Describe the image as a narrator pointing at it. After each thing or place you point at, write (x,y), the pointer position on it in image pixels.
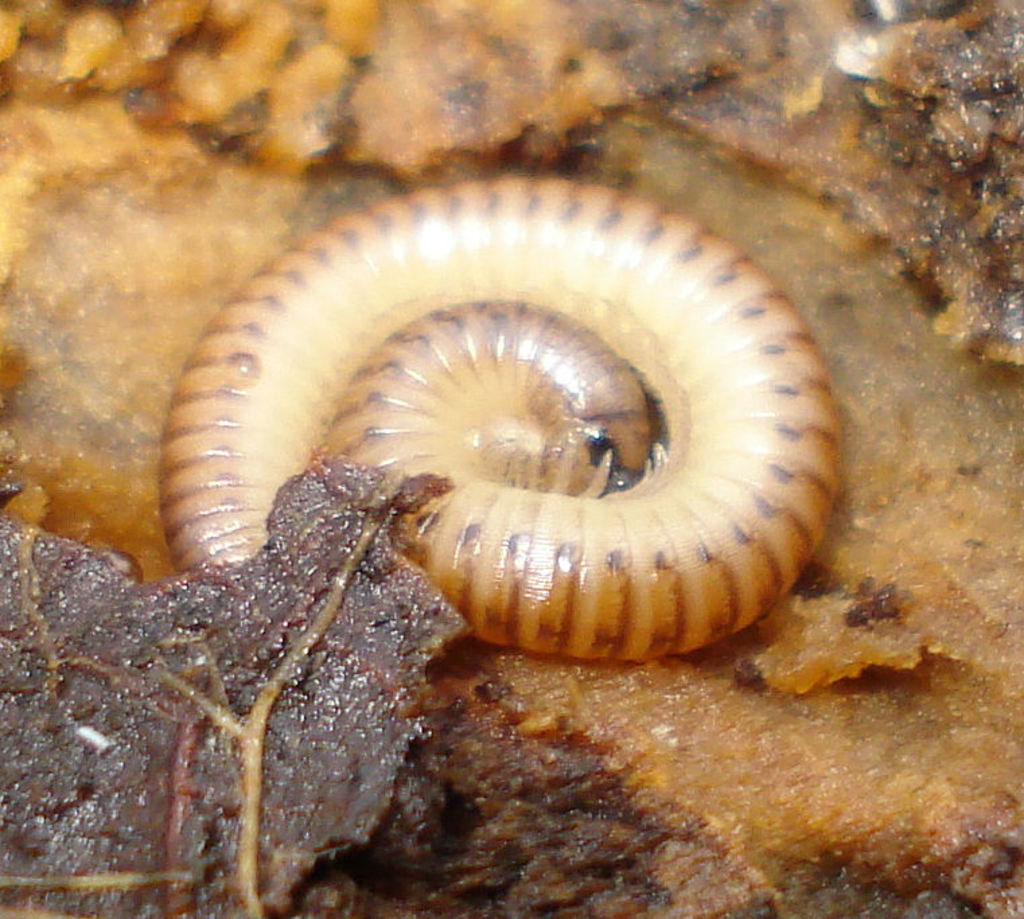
In this picture we can see an insect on a surface (877,322).
